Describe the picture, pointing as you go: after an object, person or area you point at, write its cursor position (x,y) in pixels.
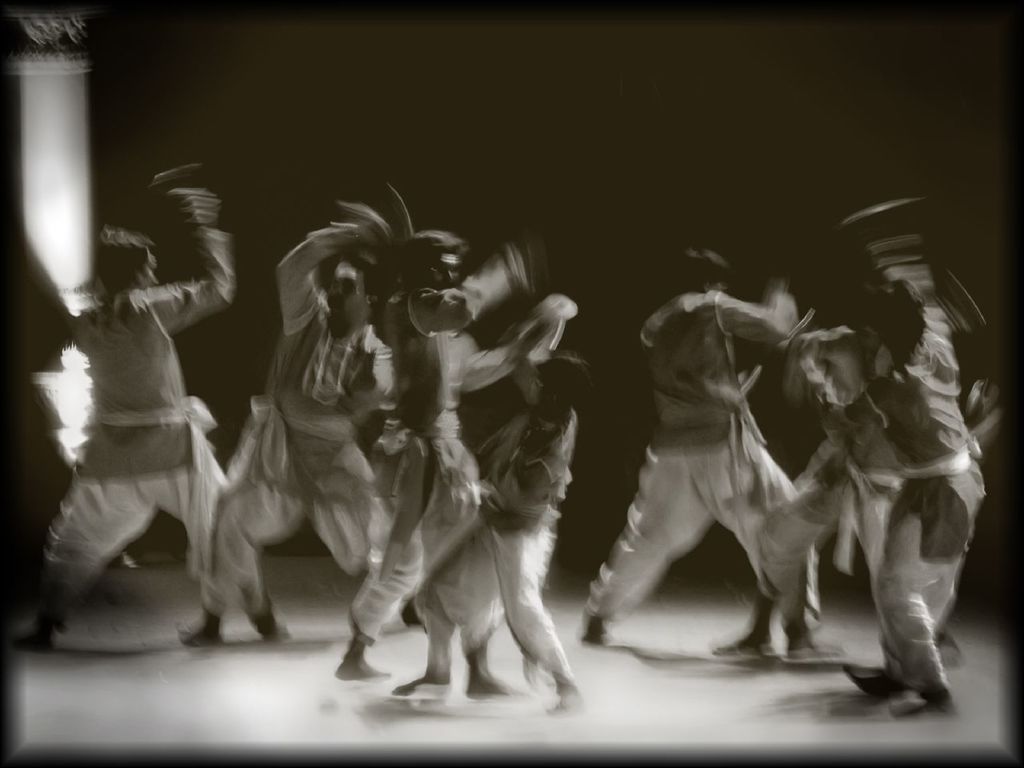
In this image there are persons (326,439) seems to be acting in a play.
